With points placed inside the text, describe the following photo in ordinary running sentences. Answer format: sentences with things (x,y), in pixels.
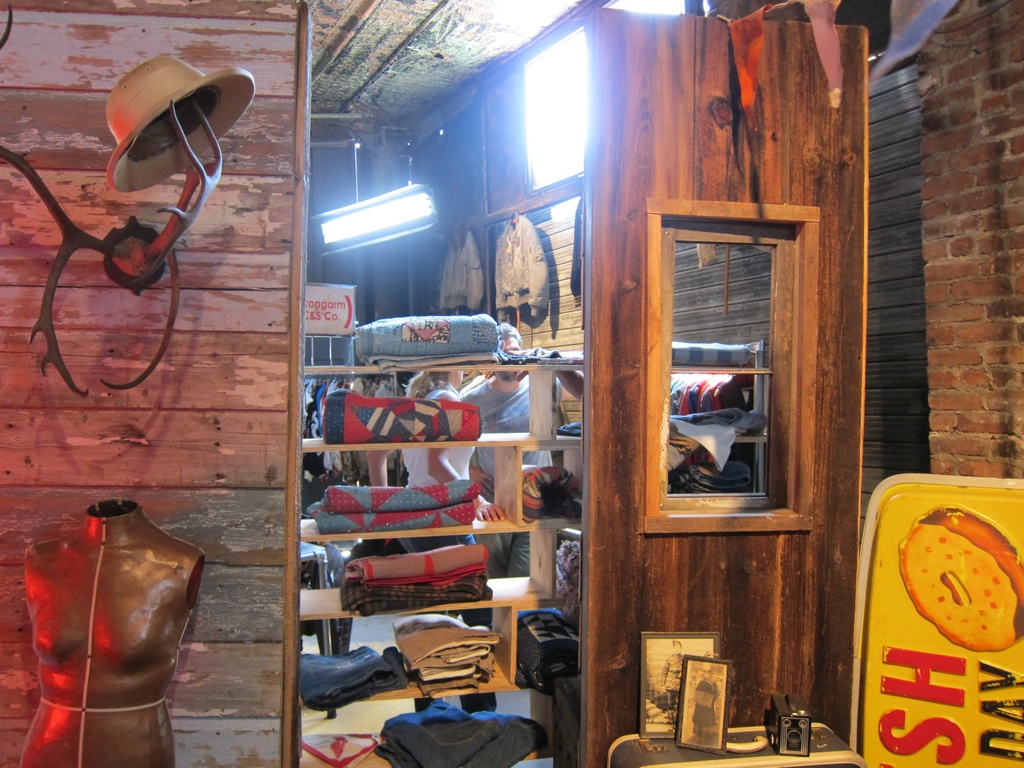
In this picture we can see the blankets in the wooden racks (376,367). We can see the ceiling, light (404,230), photo frames (681,671), mannequin (151,665), paper flags (899,52), board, clothes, wall (771,56) and few objects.
